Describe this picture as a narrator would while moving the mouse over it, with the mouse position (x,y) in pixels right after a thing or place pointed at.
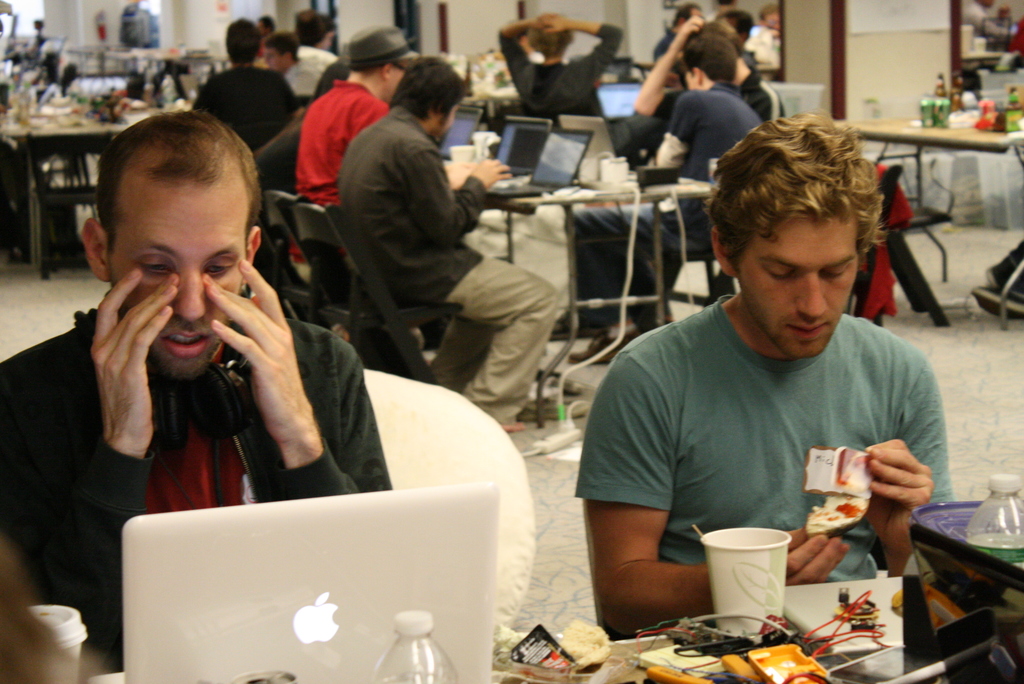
As we can see in the image there is a wall (864,50), few people (309,87) sitting on chairs (589,581) and there is a table (616,655). On table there is a bottle (991,542), glass (729,591) and laptop (299,602).
